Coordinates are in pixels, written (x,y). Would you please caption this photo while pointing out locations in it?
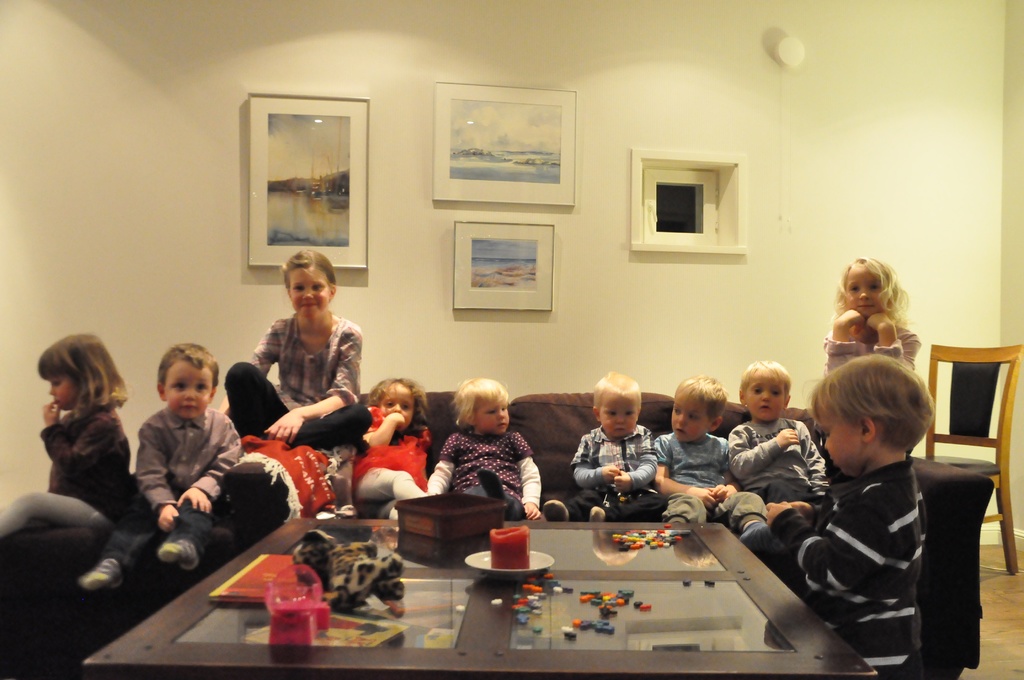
There are many kids (359,431) sitting on the sofa (555,445). There is a table (780,585) on the front (656,566). So many playing items (647,540) are kept on the table (502,582). There is a plate (525,573) and on the plate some item (513,547) is kept. There is a box (455,517) on the table (427,575). A toy (364,560) is kept on the table (238,563). One book (275,571) is there on the table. In the back (632,371) there's a wall (632,278). And on the wall (125,123) three photo frames (281,164) are kept. And there is a lamp (786,48) on the wall (812,142). Also in the corner there is a chair (977,422).
